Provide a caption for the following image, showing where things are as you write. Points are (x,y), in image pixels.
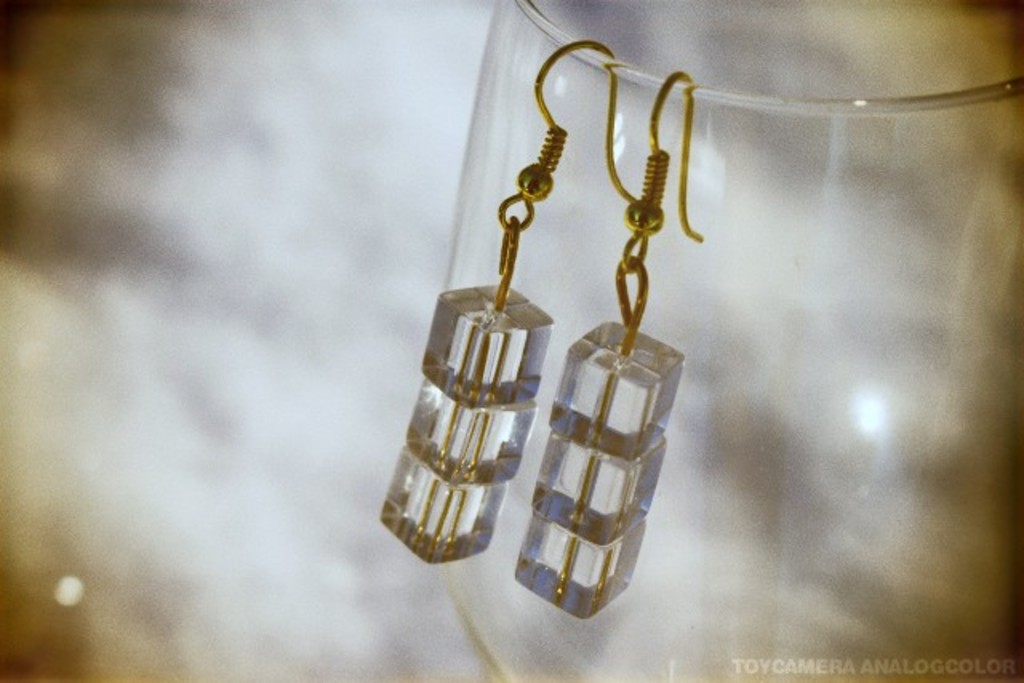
In this image we can see a glass (832,399). On the glass (593,243) there are earrings (607,374) hanged. In the background (263,536) it is blur. In the right bottom corner (831,670) something is written.
